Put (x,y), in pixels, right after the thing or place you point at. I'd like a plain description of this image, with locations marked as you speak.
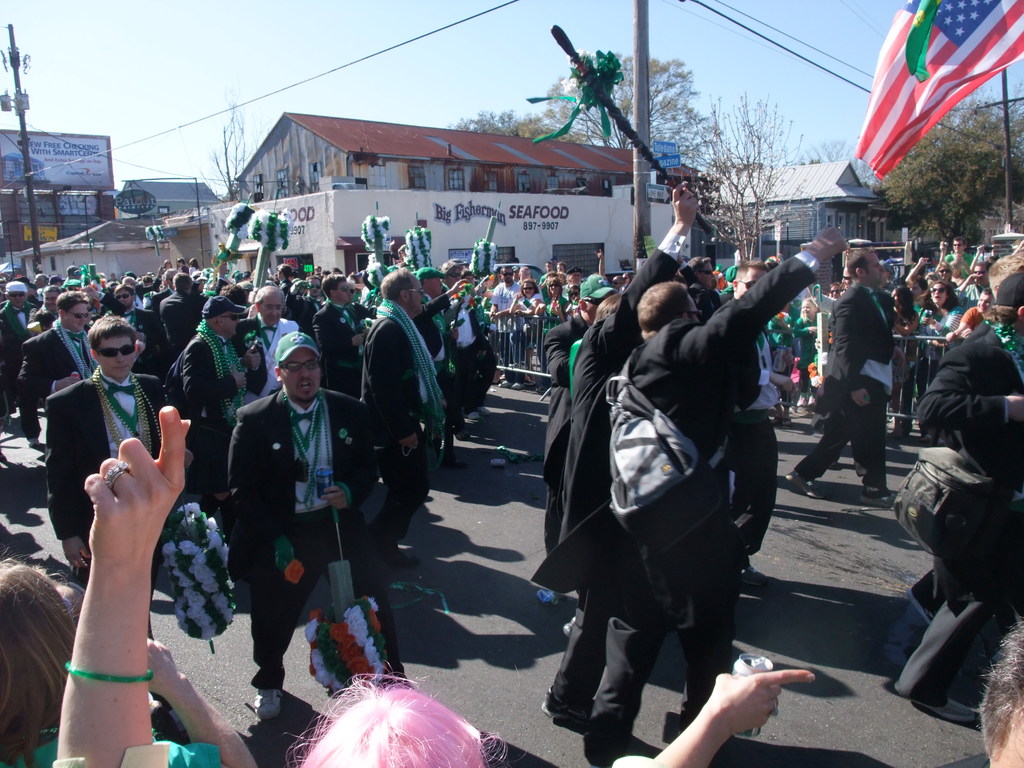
In this picture I can see many peoples (674,573) who are wearing black suit (601,565) and holding the sticks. Beside them I can see the group of persons (534,308) who are standing near to the fencing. In the background (943,203) I can see the trees (963,203), poles (1007,176), electric wires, shed (386,160), building (557,181) and other objects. At the top (404,70) I can see the sky (356,70).
